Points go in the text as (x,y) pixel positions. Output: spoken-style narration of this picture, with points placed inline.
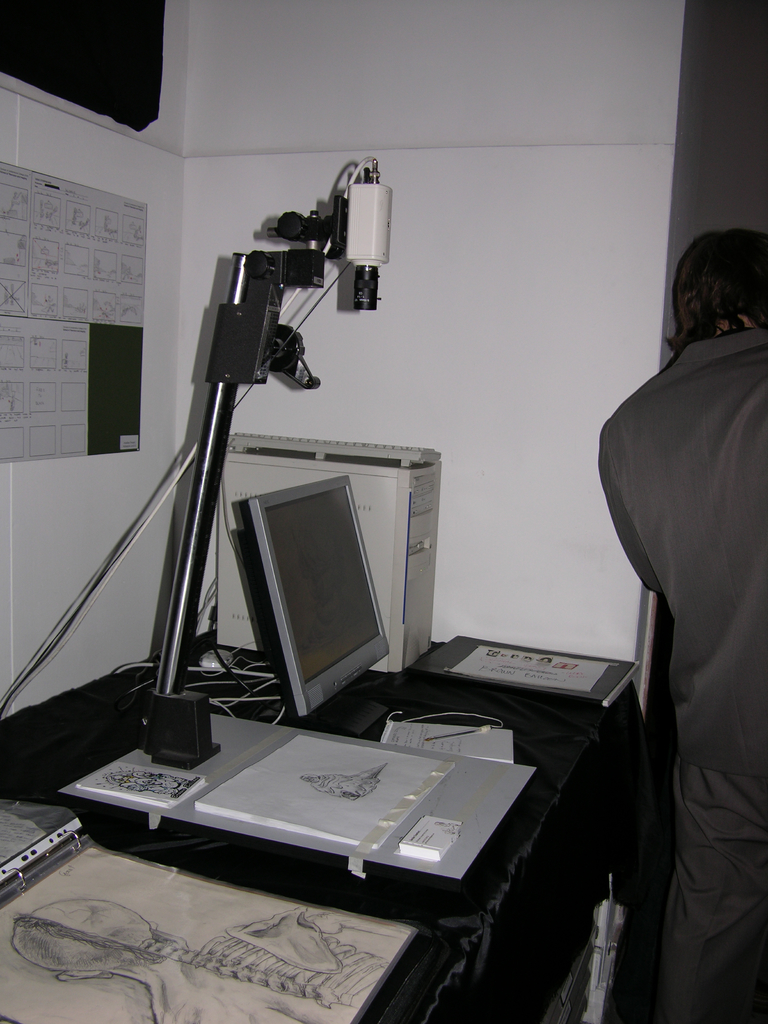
In this image we can see a system (325,576), keyboard (369,452), a white color object (353,486), few papers (251,777) and few other objects (259,257) on the table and a person (651,530) standing near the table (665,813) and a poster (86,250) to the wall (408,194).
